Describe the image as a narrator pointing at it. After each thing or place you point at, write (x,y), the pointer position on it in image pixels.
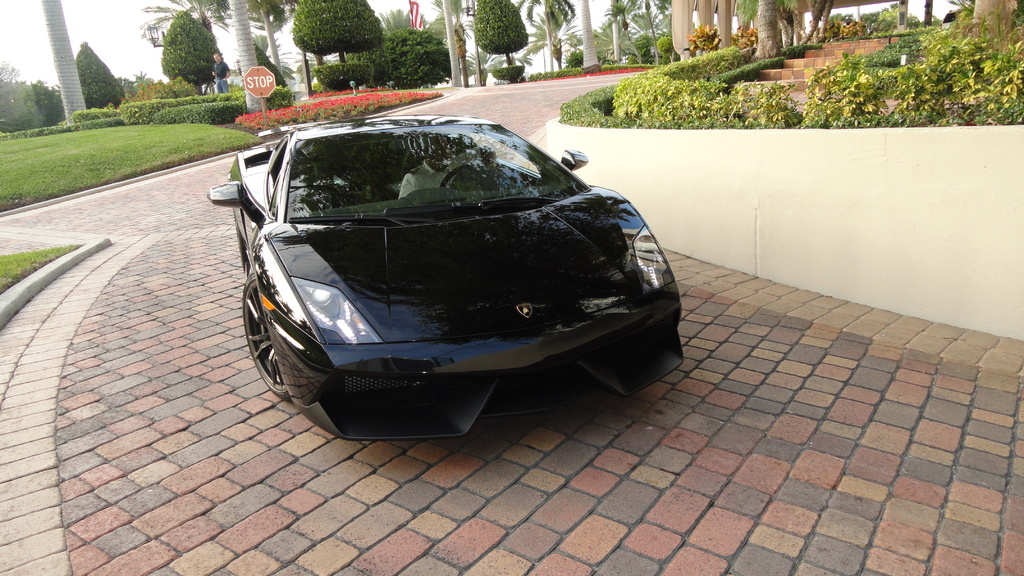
This picture shows a black color sports car (256,154) and we see trees (203,10) and plants (391,42) and a sign board (255,75) and we see a human (221,71) standing and a flag (421,24) and we see grass (101,142) on the ground (91,128) and a cloudy Sky (146,46).
